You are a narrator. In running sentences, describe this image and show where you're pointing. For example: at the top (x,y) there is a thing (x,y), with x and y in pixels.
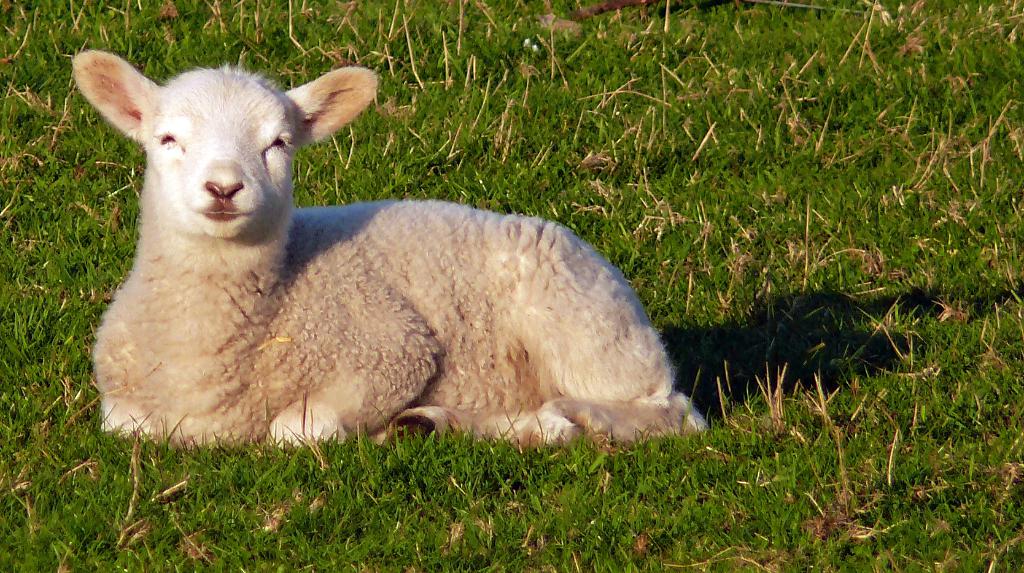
In this image there is a sheep (501,294) on the surface of the grass (783,300).
